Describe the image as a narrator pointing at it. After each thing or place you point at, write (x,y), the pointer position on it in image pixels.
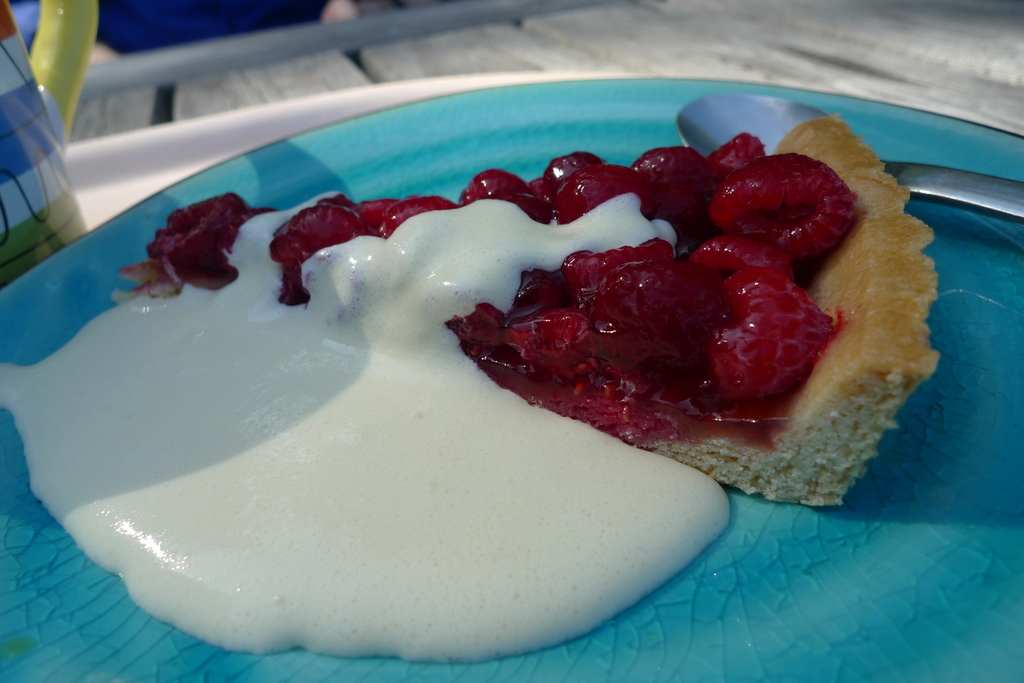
At the bottom of this image (453,519), there are food items (234,265) and a spoon (1019,196) arranged on a blue color plate (1000,170). On the left side (33,198), there is a cup (56,201). In the background (93,103), there is a wooden surface (596,31).
